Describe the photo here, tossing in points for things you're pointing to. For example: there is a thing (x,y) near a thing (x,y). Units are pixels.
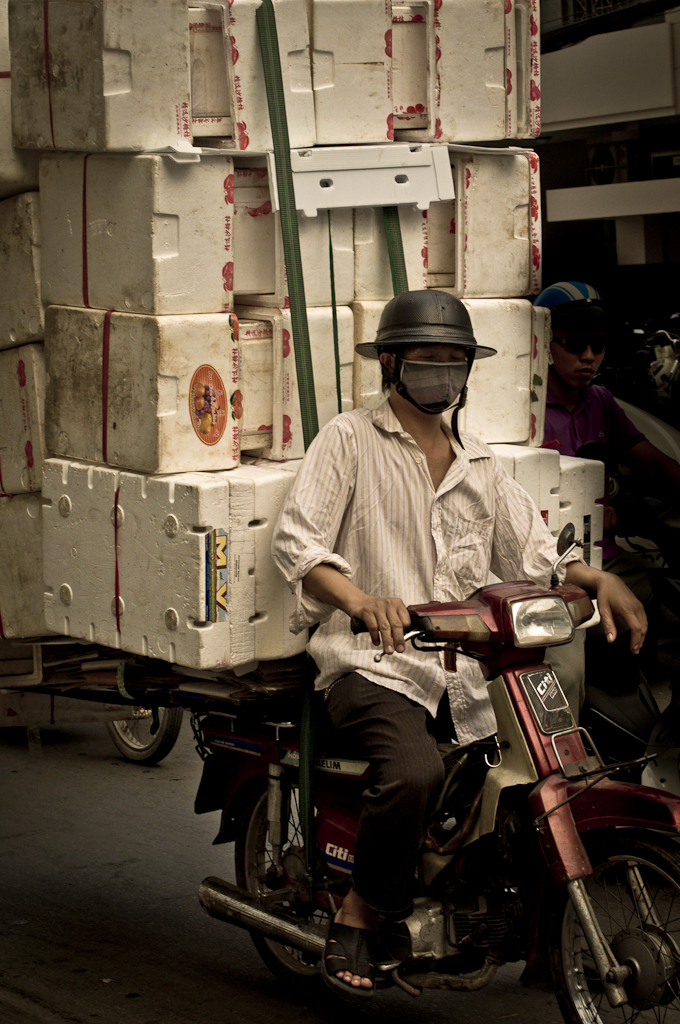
This man (396,564) is riding a motorbike (549,730) and wore helmet (426,304). Backside of this man (407,614) there are boxes (83,301). Beside this man (415,568) another person (572,398) wore helmet (578,320) and riding a vehicle (662,646). This is building (591,136).
